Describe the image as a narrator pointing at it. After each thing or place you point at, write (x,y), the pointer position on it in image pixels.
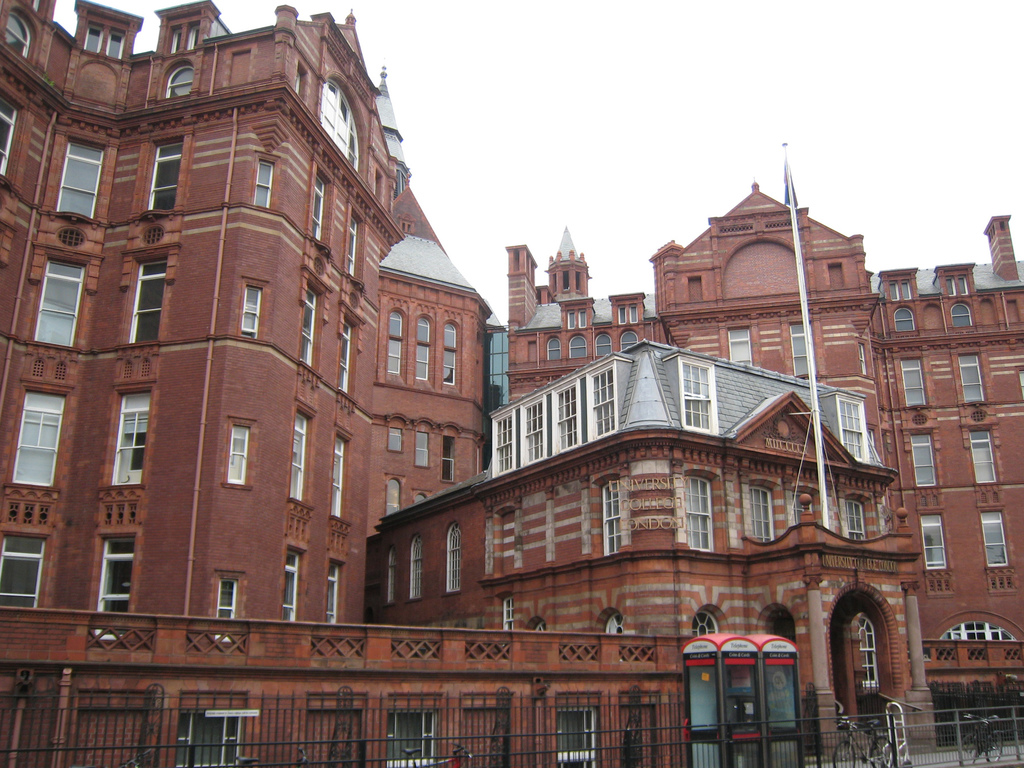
In this image we can see the buildings (510,508), fence (1008,723), booth (746,718) and also the bicycles (986,724) on the path (939,755). We can also see the flag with a pole (822,514). Sky (639,286) is also visible in this image.
